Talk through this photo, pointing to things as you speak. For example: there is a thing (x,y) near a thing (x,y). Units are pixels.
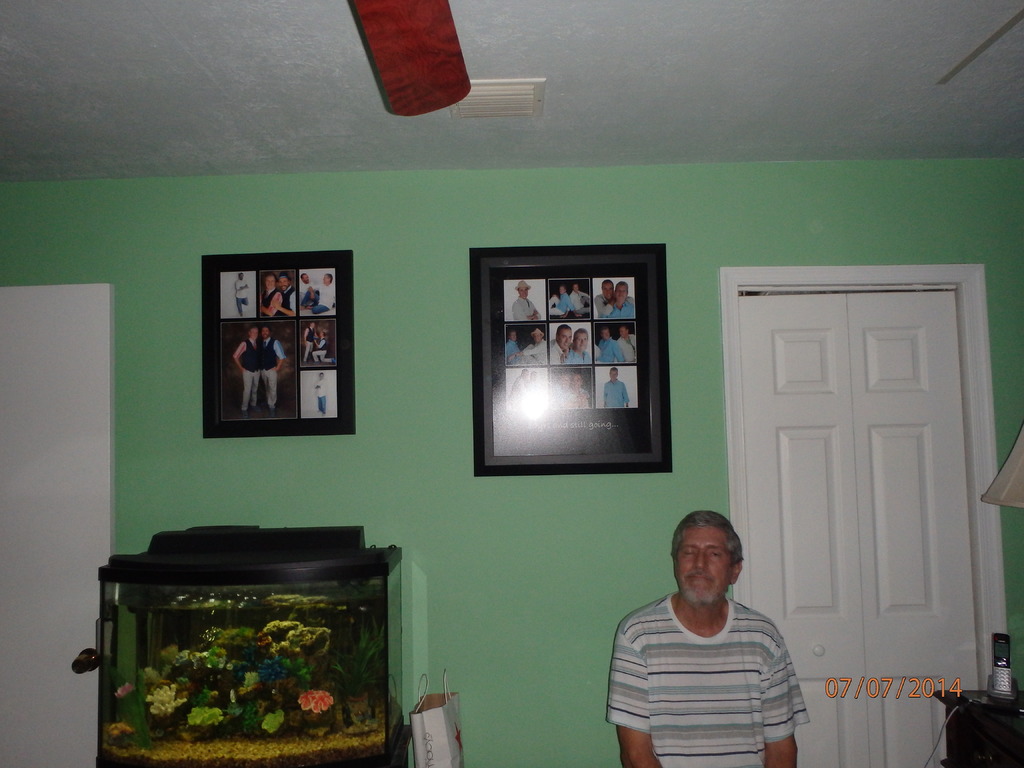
In this image I can see a man (679,658). The man (679,665) is wearing a t-shirt (712,694). Here I can see a wall (433,392), on the wall (392,298) I can see photos (589,377) attached to it. Here I can see an aquarium (264,676) and a bag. On the right side (867,450) I can see a white color door (860,551) and other objects (1006,489). Here I can see a watermark (897,687).
